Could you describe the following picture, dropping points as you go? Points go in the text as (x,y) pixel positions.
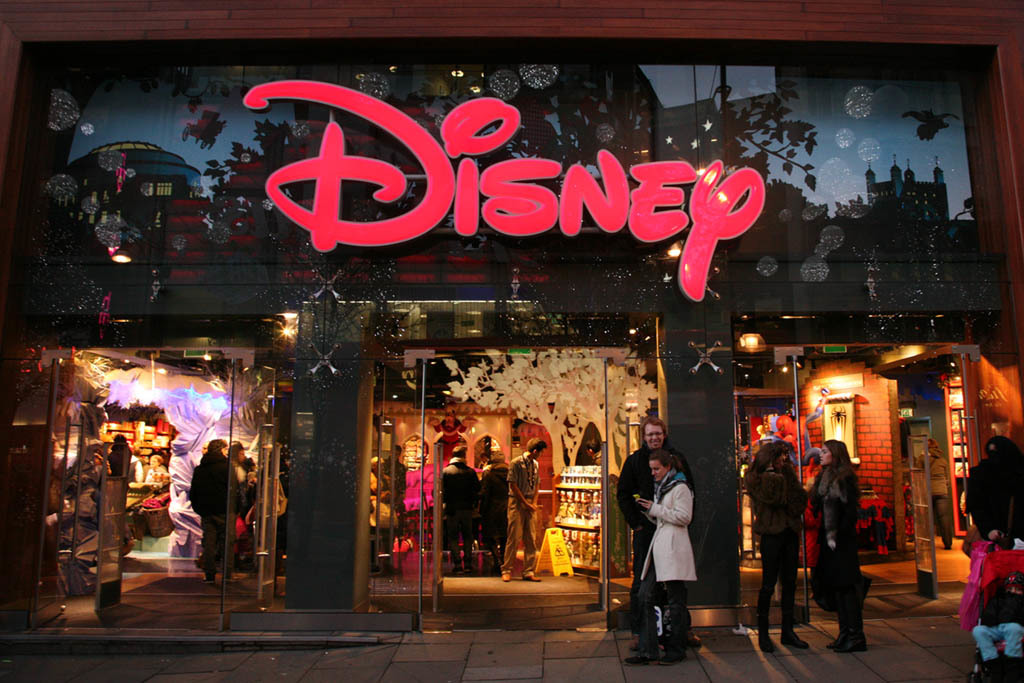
This image consists of a crowd (504,581) on the road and in the shop (480,478). In the background (721,372) I can see a building (414,318), board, lights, some objects (220,426) and wall (339,514). This image is taken may be during night.
